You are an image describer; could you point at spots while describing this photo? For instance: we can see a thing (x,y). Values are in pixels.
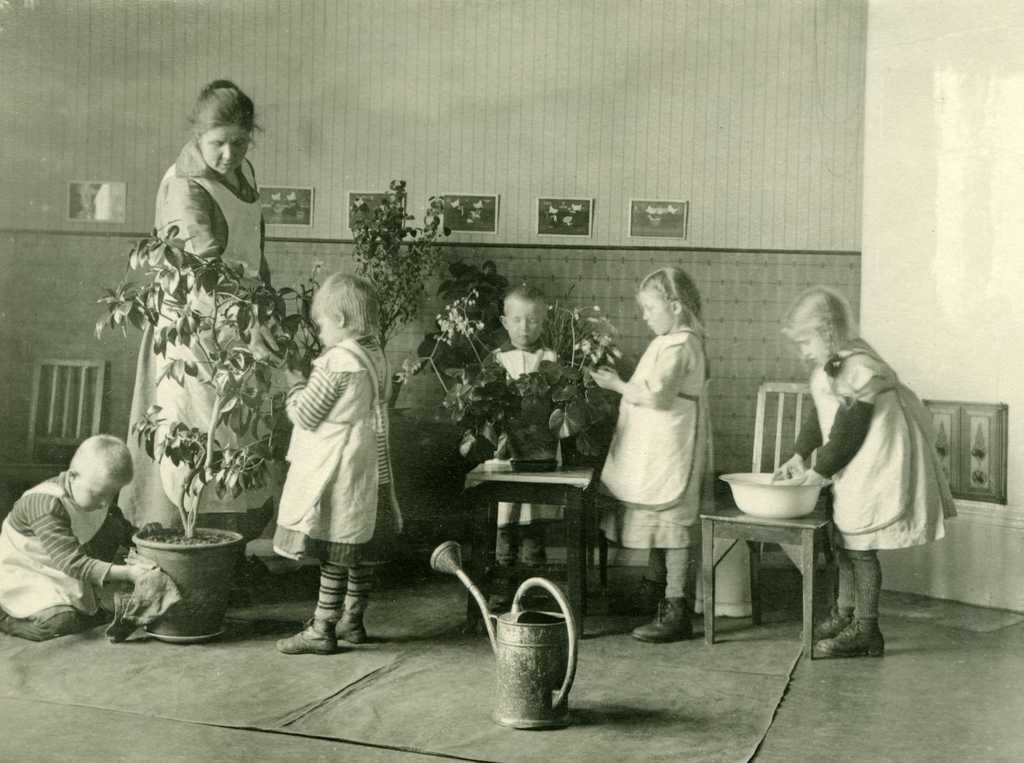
In this image i can see five children (368,450) and a woman (238,344). The first one (77,473) is cleaning the plant (251,451), the second one (309,459) is watching the plant (218,354), the third one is standing, the fourth (681,430) is watching the plant (551,424), the fifth one (842,442) is cleaning the tub (802,490). I can see two chairs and a table (496,500) and the woman (238,242) is watching the plant (235,284). In front of the table (527,477) there is a water can (536,645) and at the back (584,228) there is a wall (613,195) and six frames (541,200) attach to the wall (626,191). In the image the children (677,606) are wearing the shoe (830,642).
